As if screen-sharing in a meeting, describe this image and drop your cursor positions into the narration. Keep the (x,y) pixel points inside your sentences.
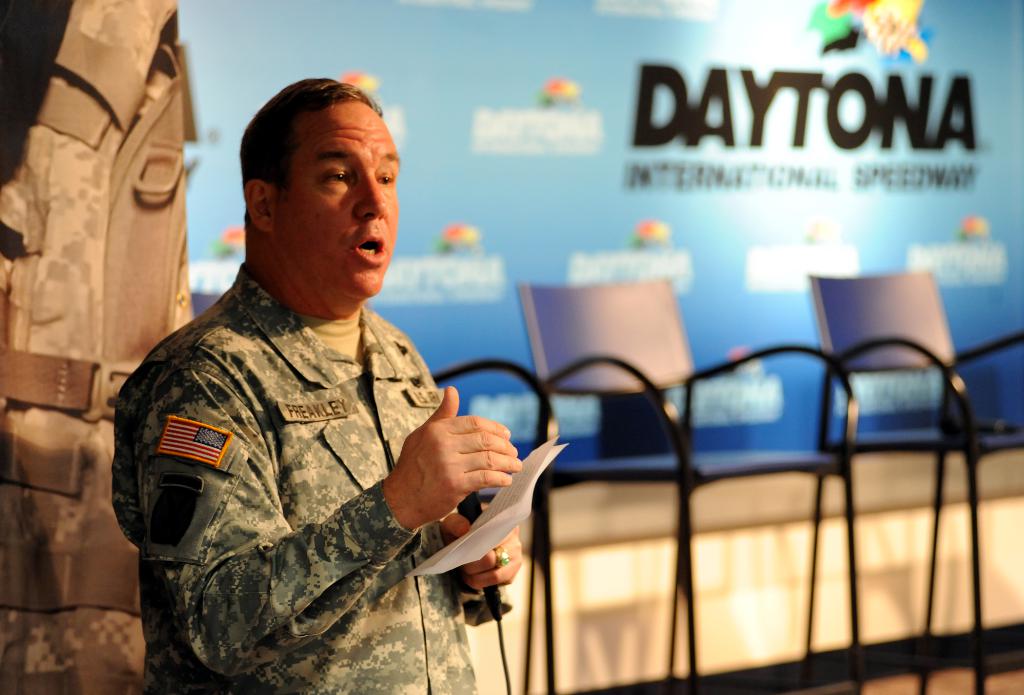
In this image I can see a person (259,520) standing holding few papers (507,486). The person (406,488) is wearing green color uniform (309,488), background (476,338) I can see few chairs (609,338) and a banner (487,198) in blue color.
